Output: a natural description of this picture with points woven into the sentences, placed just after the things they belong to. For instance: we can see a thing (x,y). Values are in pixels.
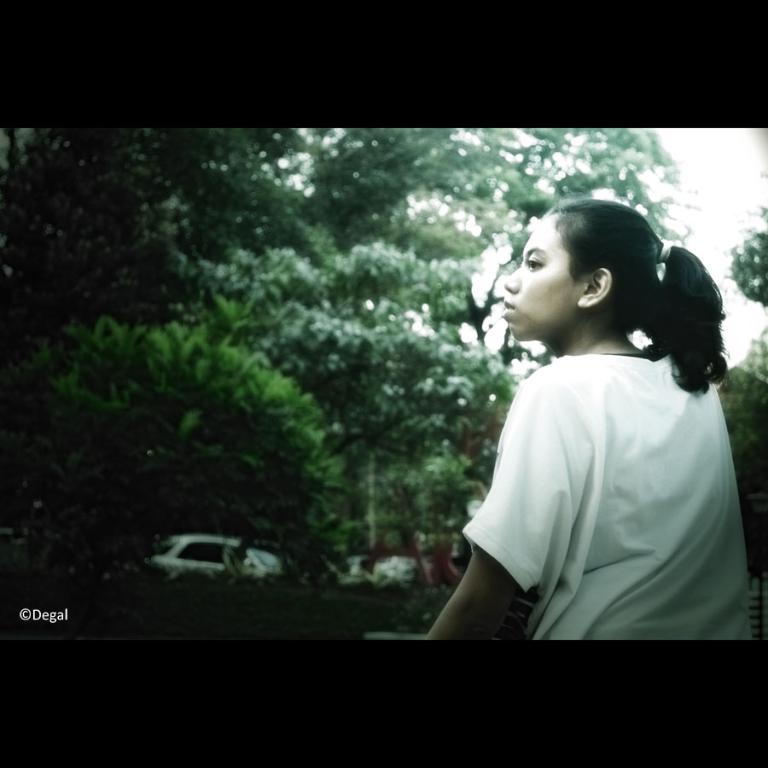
In this image we can see a person (522,563). Behind the person (486,534) we can see a group of trees (266,519), a car (207,553) and the sky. In the bottom left corner (25,620) we can see some text (57,615).
